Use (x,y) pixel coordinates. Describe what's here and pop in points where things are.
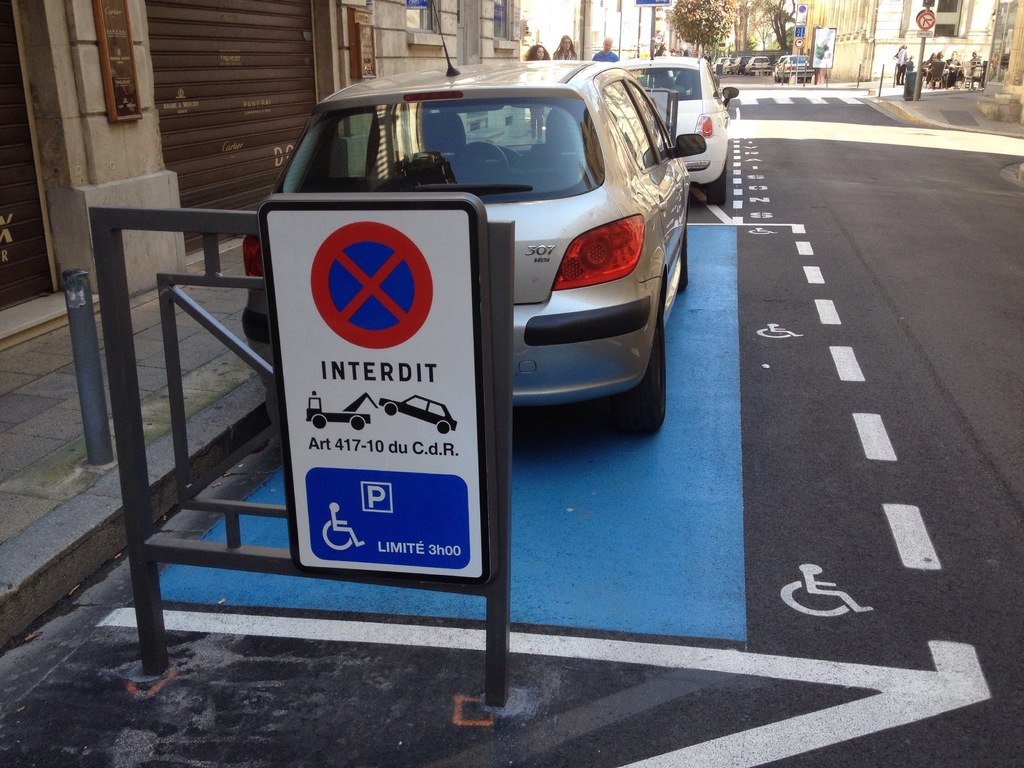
In this image we can see some cars (665,310) parked aside on the road (595,493). We can also see a stand (123,364), pole (96,392), shutter (231,121), footpath (186,343), trees (710,38), signboard (820,45) and some people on the footpath (898,97).
